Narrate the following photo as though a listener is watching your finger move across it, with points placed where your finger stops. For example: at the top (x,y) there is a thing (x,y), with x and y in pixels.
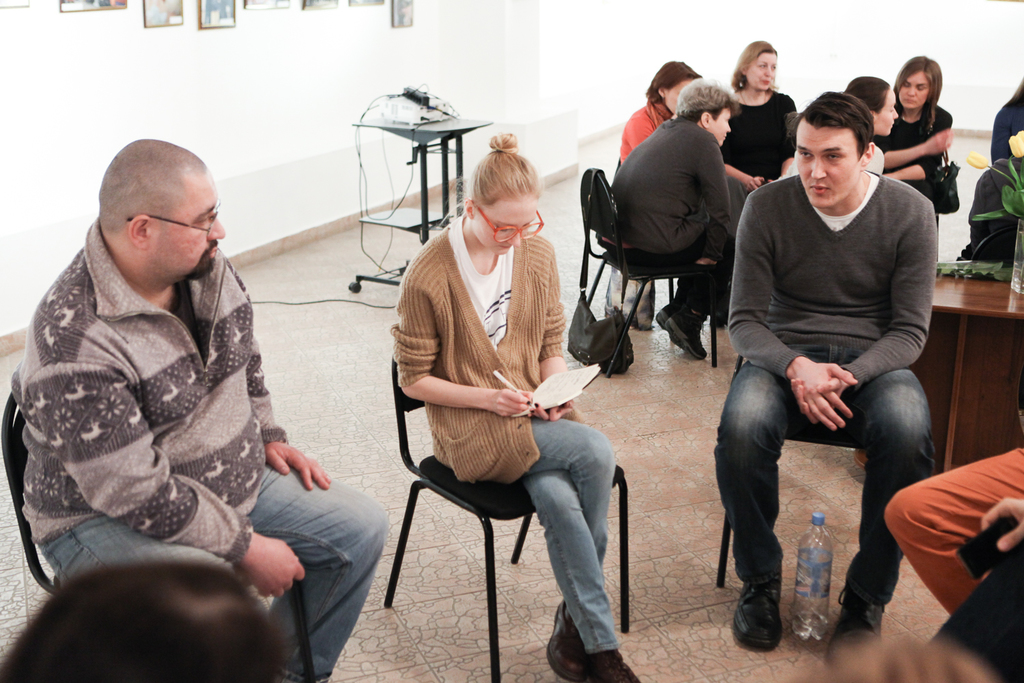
I can see in this image a group of people (929,192) are sitting on chair (809,423). I can also see there is a bottle (807,556) a table (998,338), a white color wall (253,90) with photos (327,2) and a table (397,218) on the floor (376,258).
